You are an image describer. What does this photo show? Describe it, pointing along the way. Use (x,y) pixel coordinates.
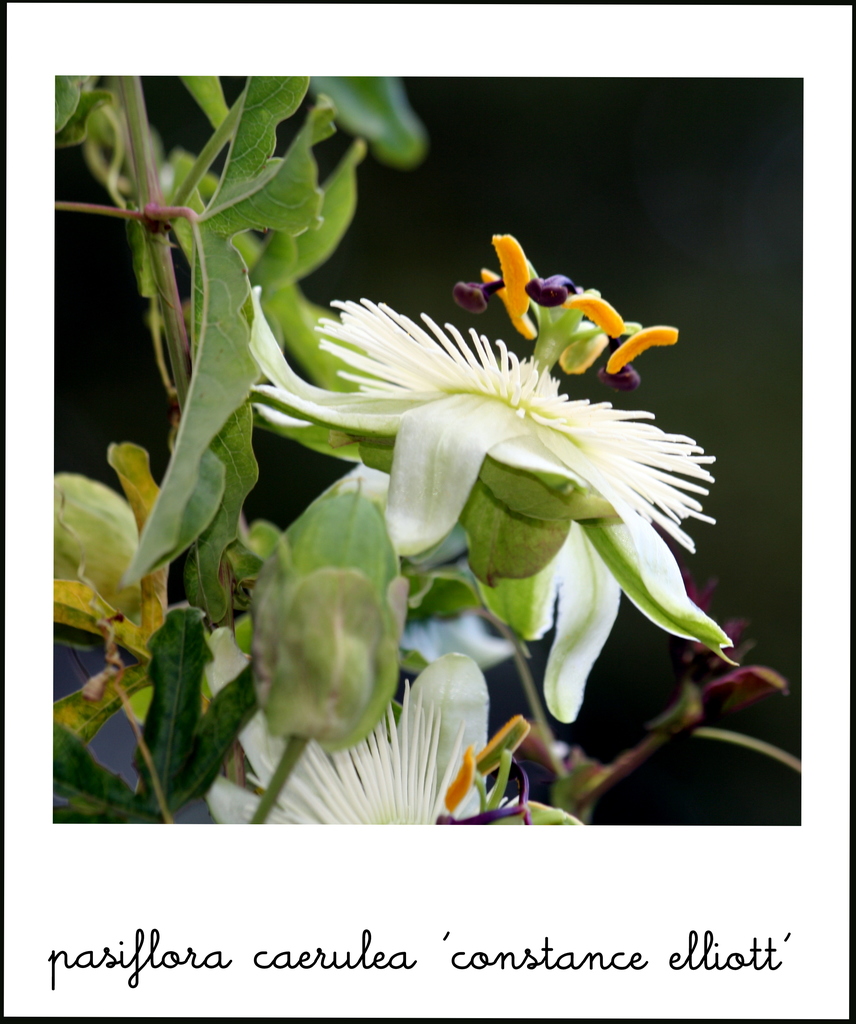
In this image we can see a poster (474,588). In the poster (421,587) we can see flowers (455,494) to the plants (344,582). Behind the plants (215,641) the image is blurred. At the bottom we can see the text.
